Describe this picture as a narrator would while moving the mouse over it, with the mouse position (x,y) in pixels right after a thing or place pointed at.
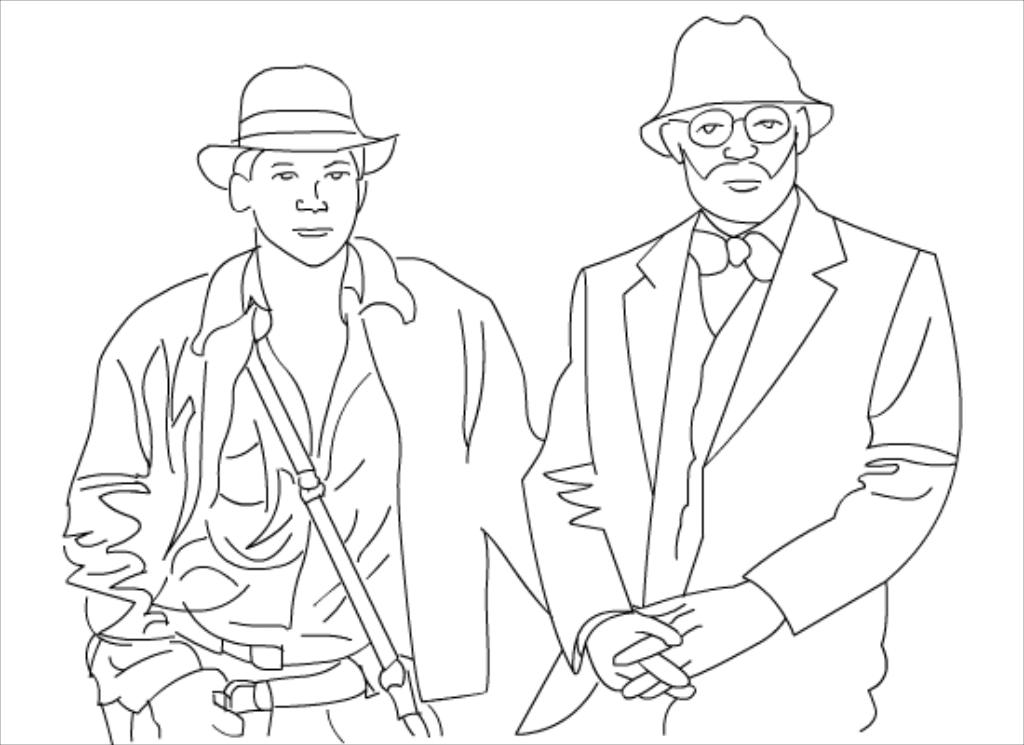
In this image I can see the art of two people (350,434). I can see these people (422,318) are wearing the hats (328,79). And I can see the white background (484,187).
